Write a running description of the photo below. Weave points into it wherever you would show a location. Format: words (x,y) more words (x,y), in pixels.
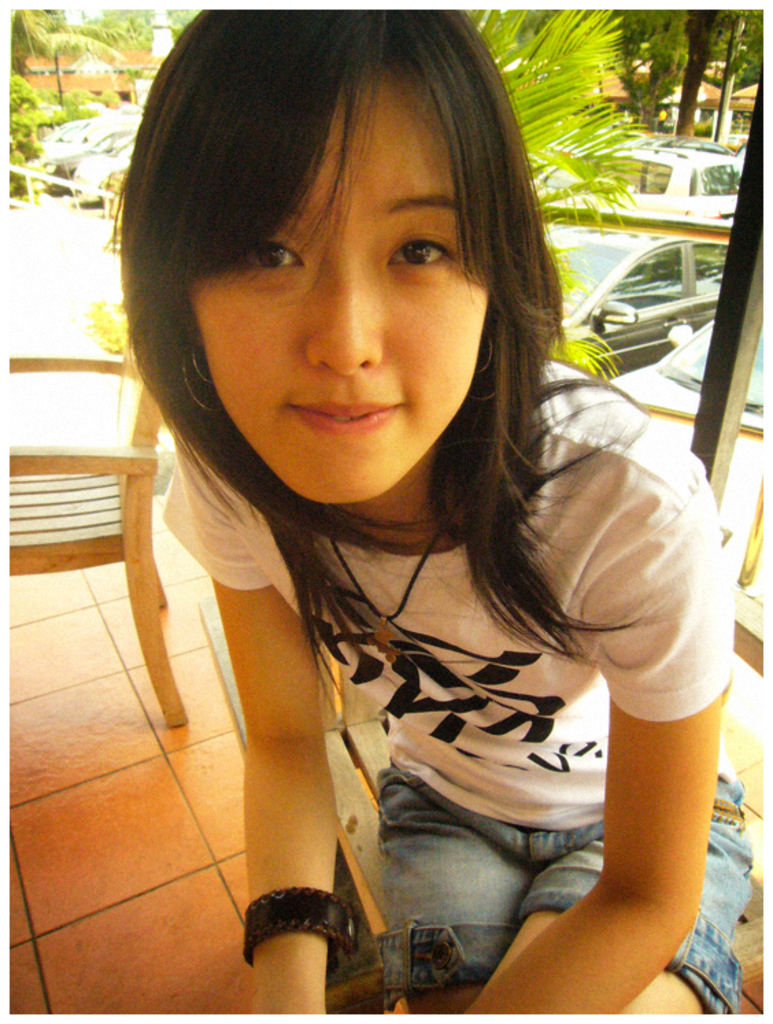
In this picture there is a woman (444,35) who is wearing t-shirt (519,687), jeans (467,855) and bracelet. She is sitting on the bench (761,938). On the left (90,496) there is a chair (52,527) near to the plant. On the right (673,400) we can see many cars (596,325) which are parked near to this hotel (743,226). In the background (24,32) we can see trees (750,45), buildings (78,80) and poles (752,150). At the top left corner (73,15) there is a sky (87,13).
